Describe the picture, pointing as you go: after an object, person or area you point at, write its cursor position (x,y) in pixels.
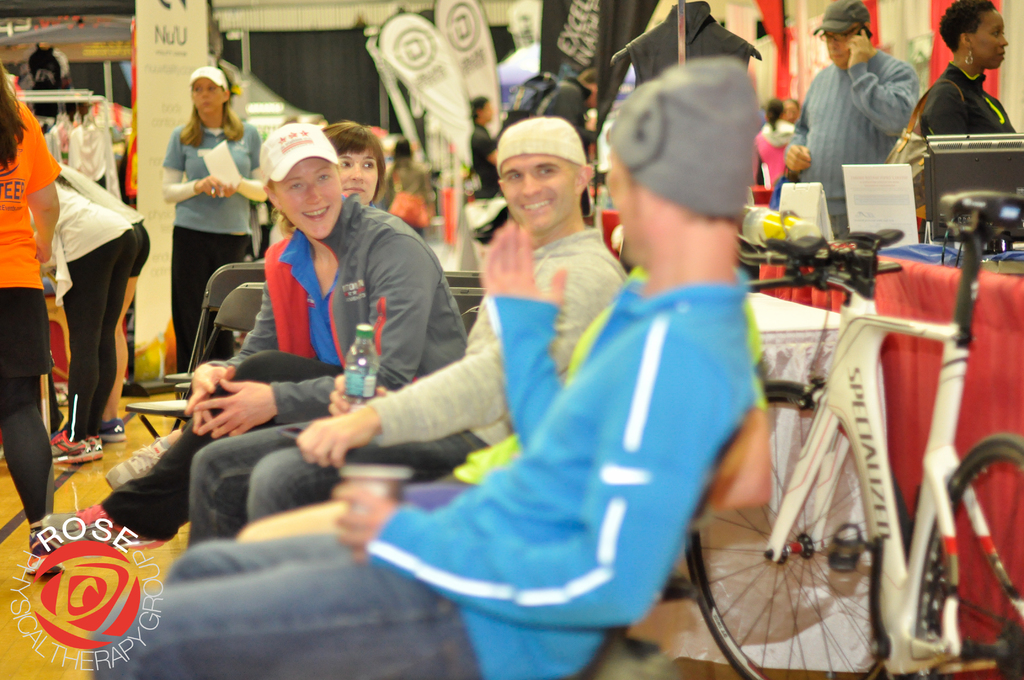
This picture is an inside view of a store (904,14). In the center of the image (513,420) we can see some persons (535,394) are sitting on the chairs (214,352). On the right side of the image (889,395) we can see a bicycle (884,418), tables (888,277). On the tables (874,320) we can see the cloths (925,301), boards (876,205), screen (1002,170). On the left side of the image (182,204) we can see the clothes (47,69) and some persons (139,251) are standing. In the background of the image (151,13) we can see the wall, pillar (188,67), boards (528,41), door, light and some persons (832,31). At the bottom of the image (13,539) we can see the floor (74,476). In the bottom left corner (113,579) we can see the text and logo (123,581).
